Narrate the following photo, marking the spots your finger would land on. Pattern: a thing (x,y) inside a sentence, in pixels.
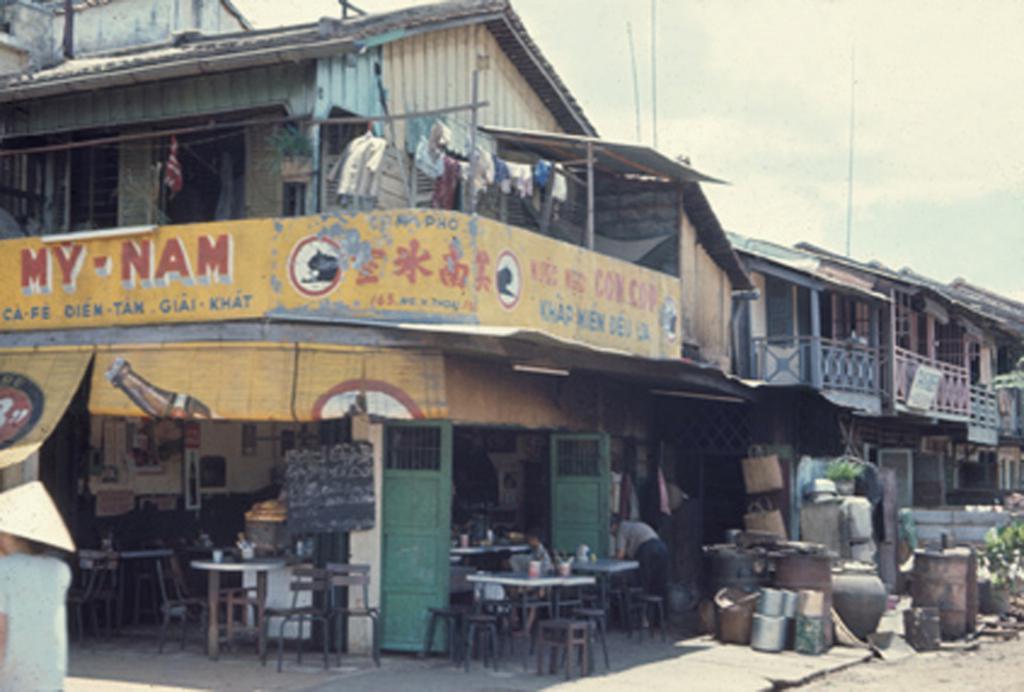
In this image, we can see few buildings (1007,341), railings (995,404), walls (692,309). At the bottom (240,607), we can see shop (392,559). Here we can see doors (434,509), board (325,503), chairs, tables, some objects (733,587). Here we can see few people (0,588). Background (769,149) there is a sky (781,155).
